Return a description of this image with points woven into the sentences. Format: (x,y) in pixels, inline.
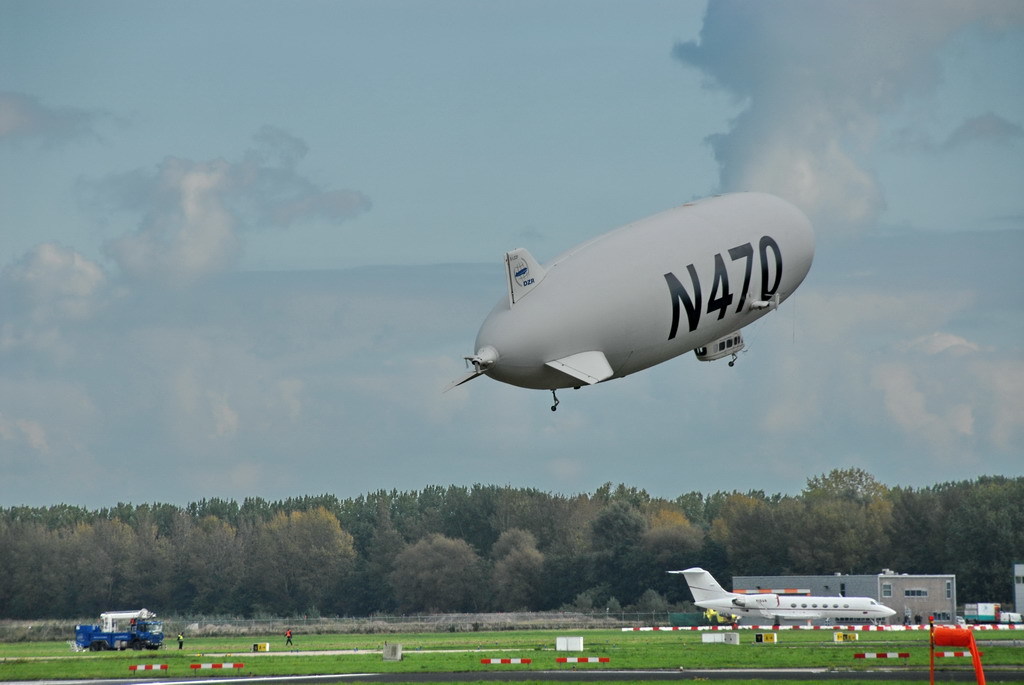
In this image I can see at the bottom (790,617) there is an aeroplane (829,612) in white color. On the left side (135,633) there is a vehicle (147,632) in blue color. In the middle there are trees (686,501), at the top (810,221) there is an airship (687,295) in grey color. At the top (533,137) it is the sky (515,148).
